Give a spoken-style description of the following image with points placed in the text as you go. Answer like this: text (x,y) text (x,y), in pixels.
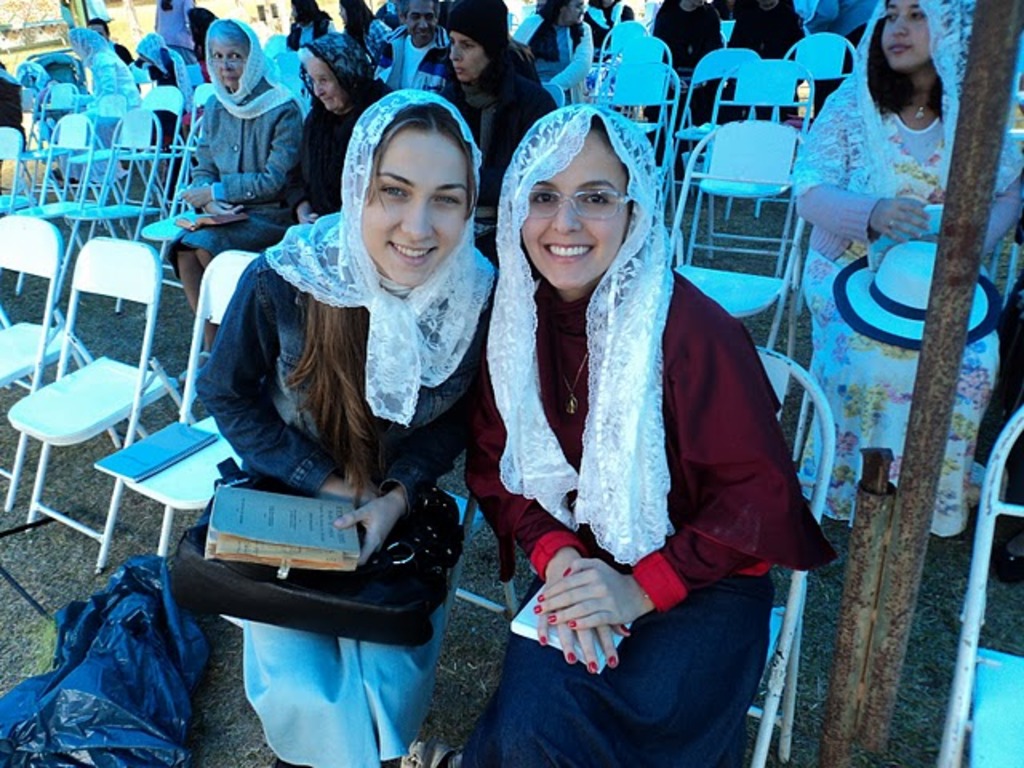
In the image we can see there are many people (255,280) sitting on the chair (223,443), they are wearing clothes (405,459) and they are carrying bags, and some of them are smiling. Here we can see metal rod (939,342), book (236,520) and the sand (49,582). We can even see there are many chairs (91,376).
